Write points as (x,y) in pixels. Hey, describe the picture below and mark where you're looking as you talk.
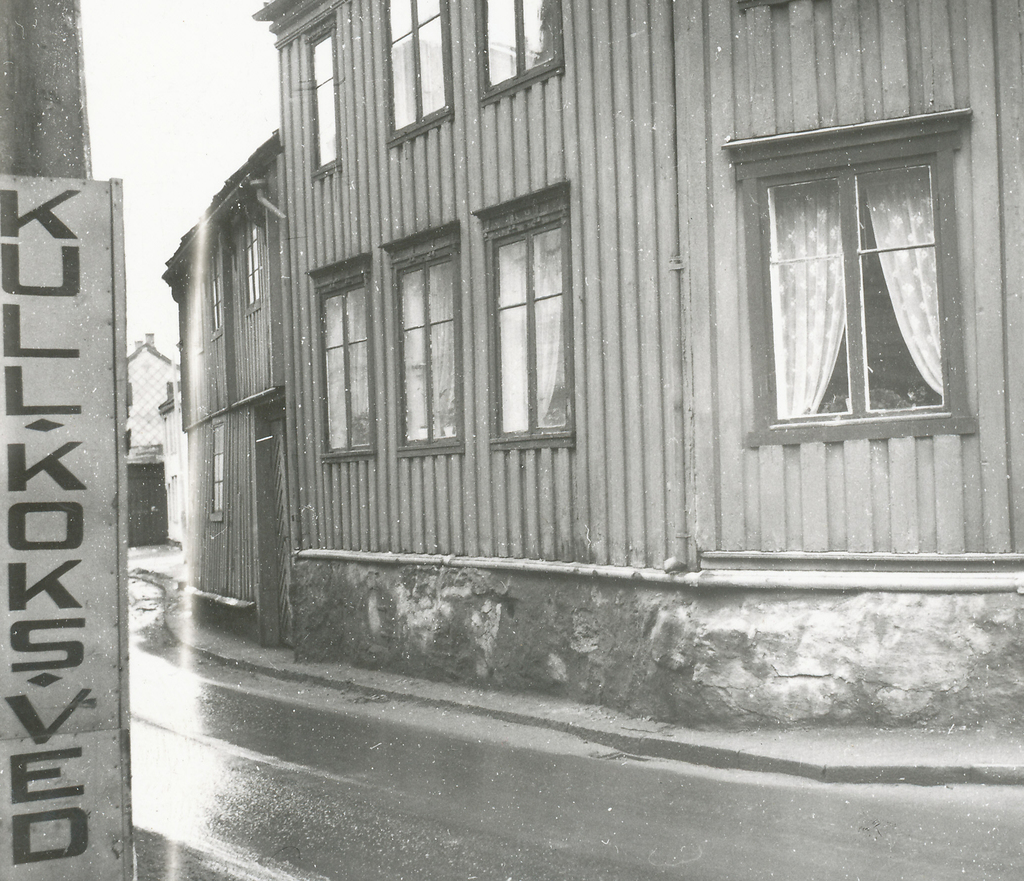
In this picture I can see road (491,807). I can see buildings (628,267) with window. I can see pole (26,104) on the left side (62,436).
